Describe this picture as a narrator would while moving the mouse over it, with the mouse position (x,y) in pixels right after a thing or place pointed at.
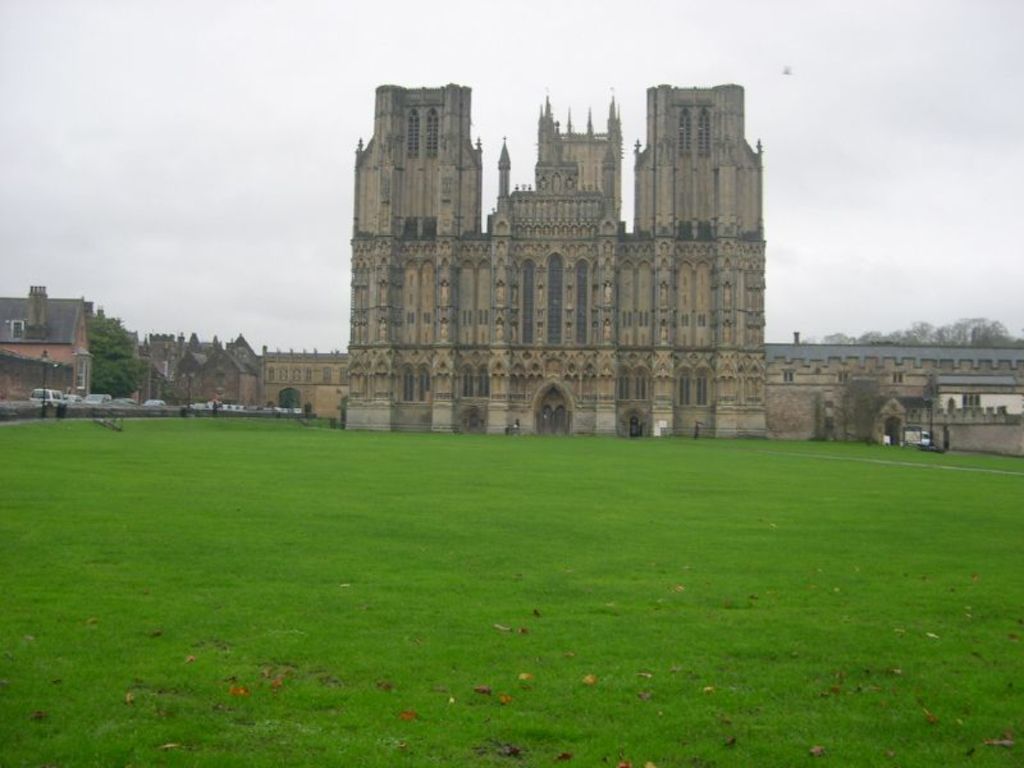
In this picture we can see leaves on the grass (711,571), buildings (62,354), trees (109,343), vehicles (41,398), poles (45,386) and some objects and in the background (200,125) we can see the sky (883,180).
